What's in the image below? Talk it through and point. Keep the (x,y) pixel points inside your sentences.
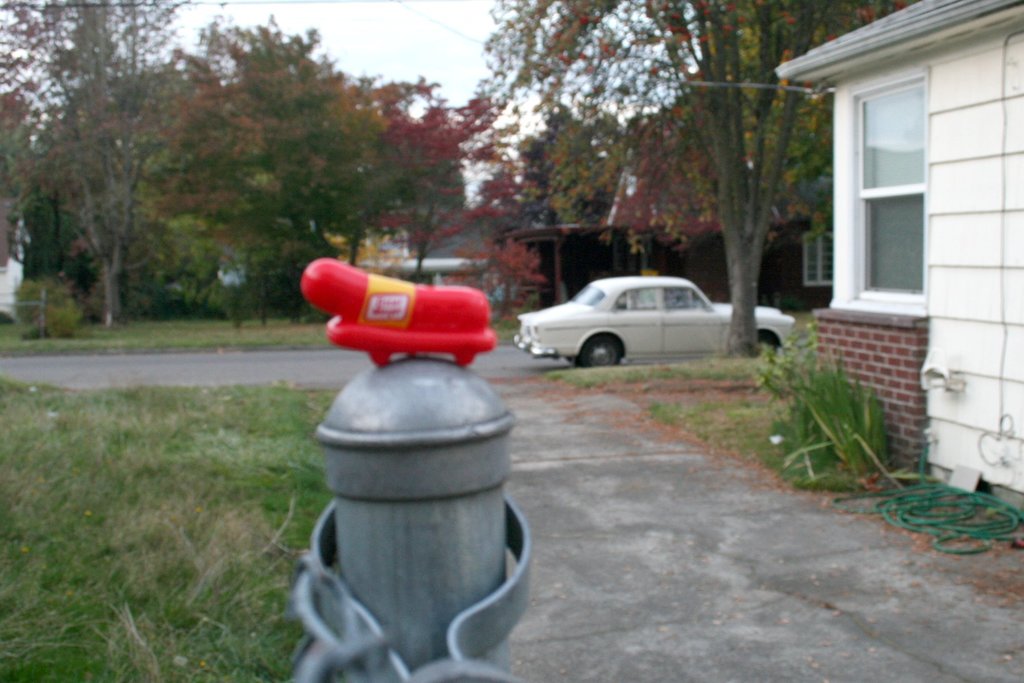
In this image we can see buildings (918,203), trees (731,198), car (665,313), grass (854,421), pipeline (948,493), shredded leaves (646,419), pole (364,415), grass (238,451) and sky (391,40).
